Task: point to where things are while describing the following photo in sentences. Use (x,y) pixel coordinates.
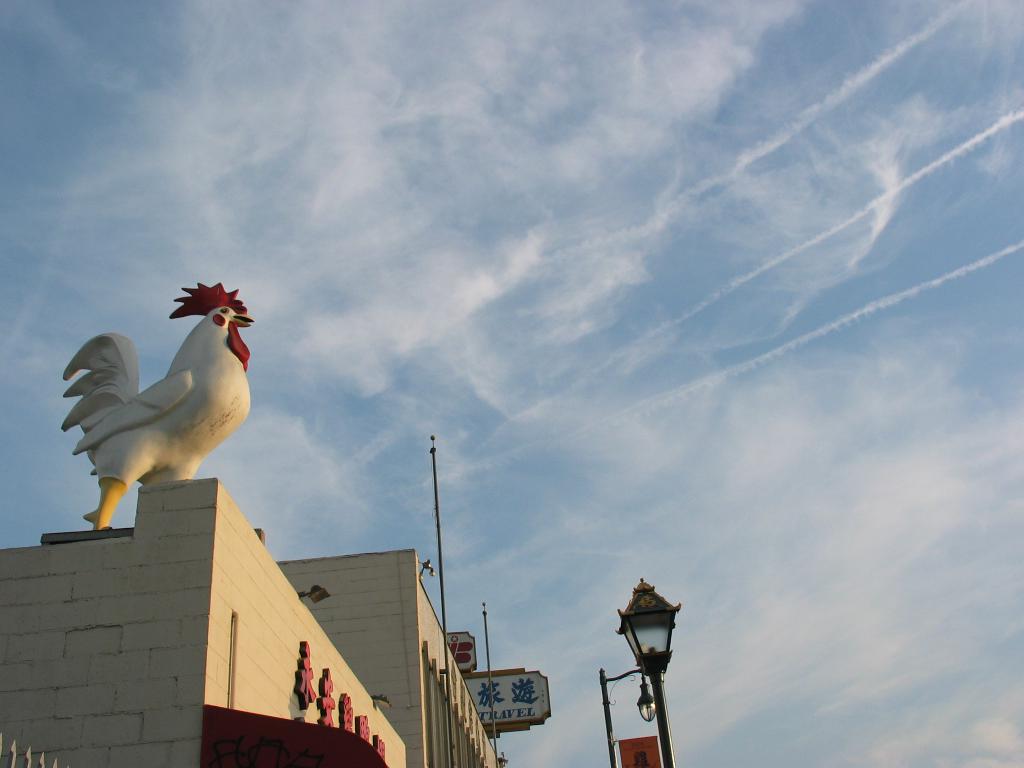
In this image we can see a statue of a hen (193,404) on top of a building (255,559), in front of the building (409,654) there is a lamp post (654,640).
